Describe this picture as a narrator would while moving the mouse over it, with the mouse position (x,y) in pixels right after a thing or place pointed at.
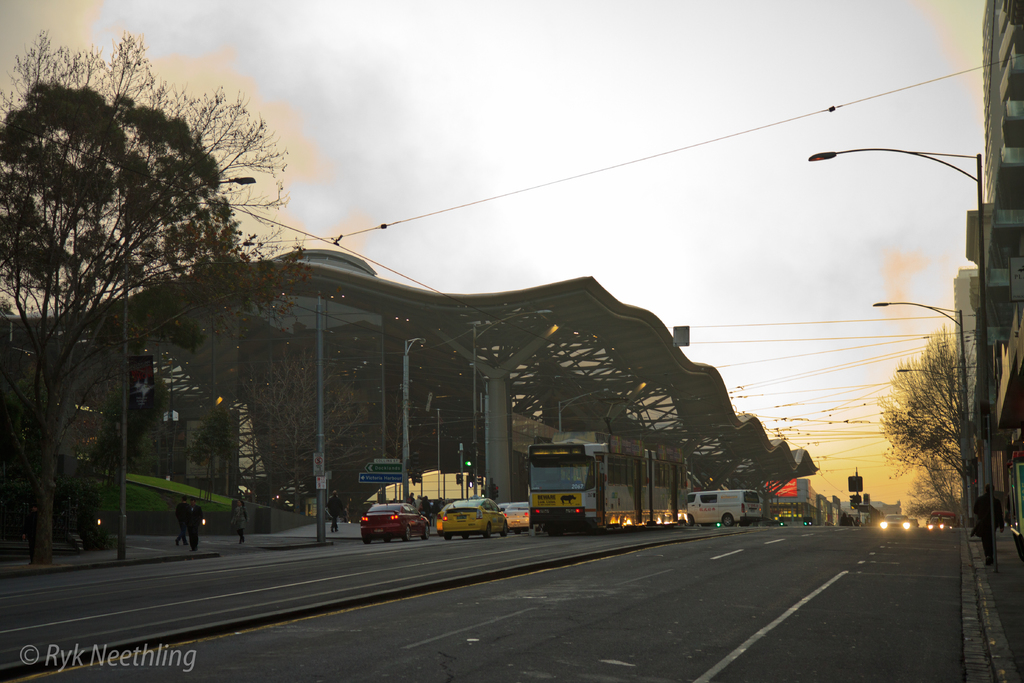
In the center of the image (512,356) we can a shed (637,352), trees (121,314), cars (397,530), buses (614,485), light (857,498), electric pole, building (995,330), some persons (181,516) are there. At the top of the image (600,103) sky (586,96) is present. At the bottom of the image (592,628) road (586,622) is there.
